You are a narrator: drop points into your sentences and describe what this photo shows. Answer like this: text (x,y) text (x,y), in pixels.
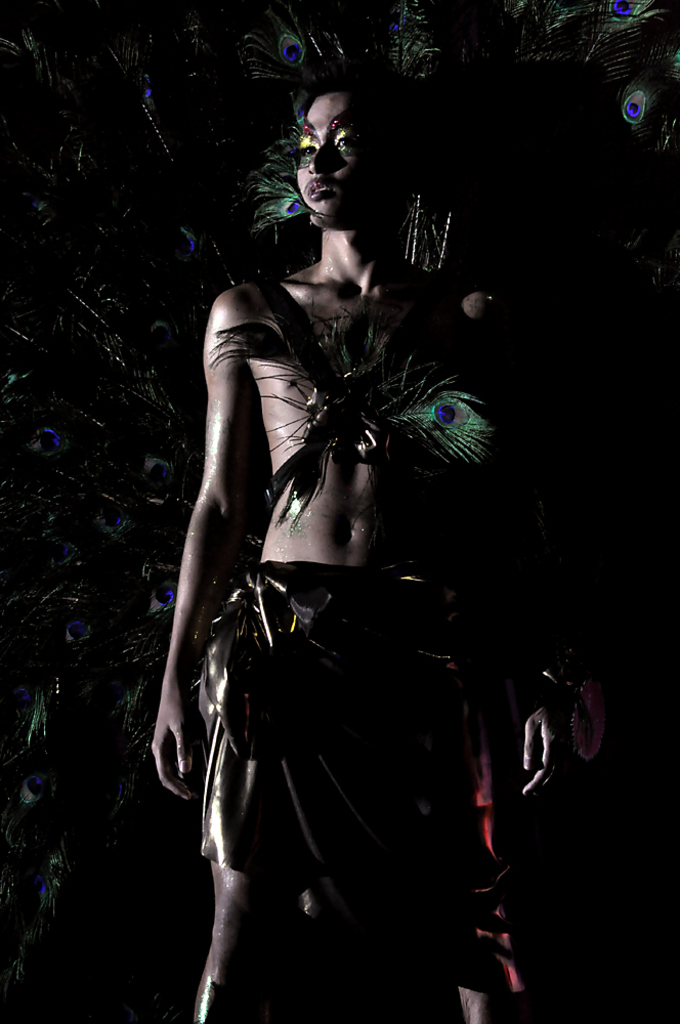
In this image I can see the person (361,575) standing, background (66,479) I can see few feathers (63,412) of the peacock (192,42) and the feathers (261,41) are in blue and green color.
